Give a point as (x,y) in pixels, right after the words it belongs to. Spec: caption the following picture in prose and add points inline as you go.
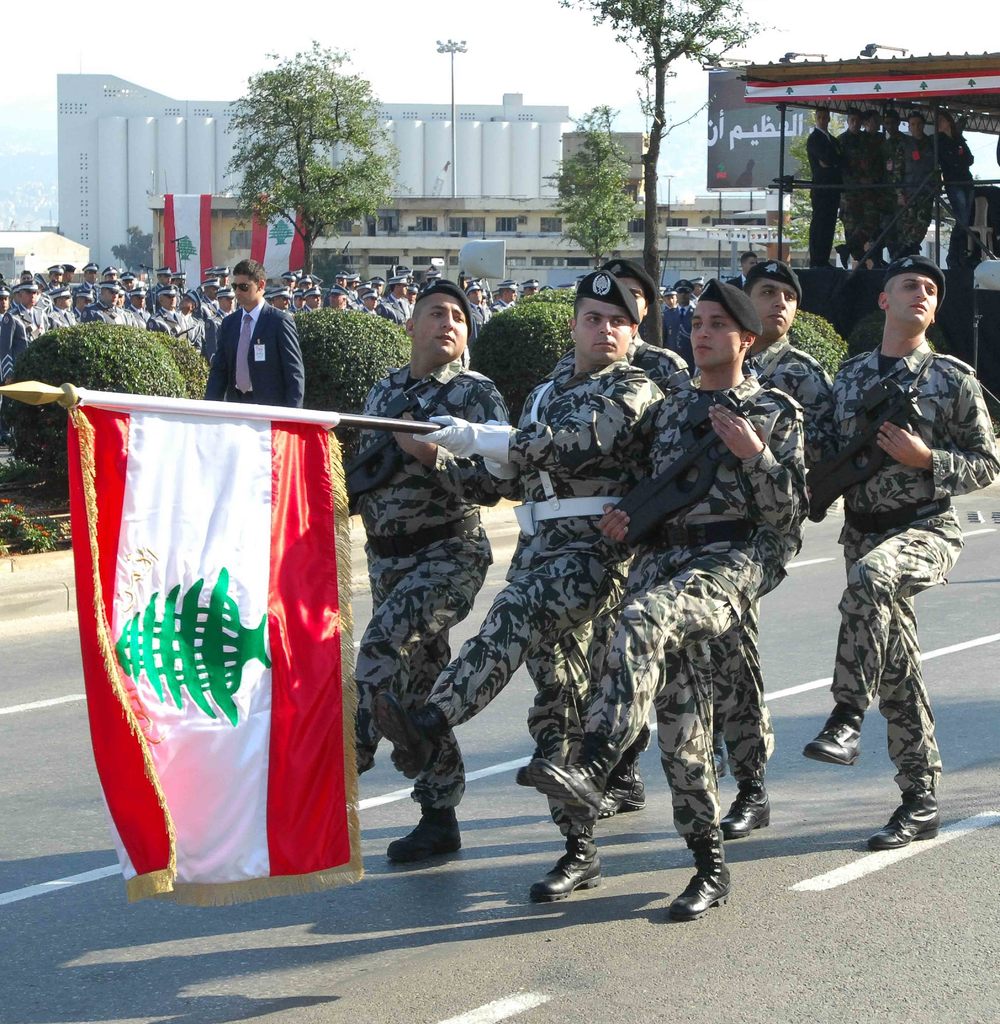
In this picture I can see there are group of people (630,361) marching and holding a flag (129,579) in their hands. There is a person (285,376) walking here and there is a group of people (816,196) here and there are some plants (298,320), trees (309,92), poles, buildings (186,186) in the backdrop (163,187).
